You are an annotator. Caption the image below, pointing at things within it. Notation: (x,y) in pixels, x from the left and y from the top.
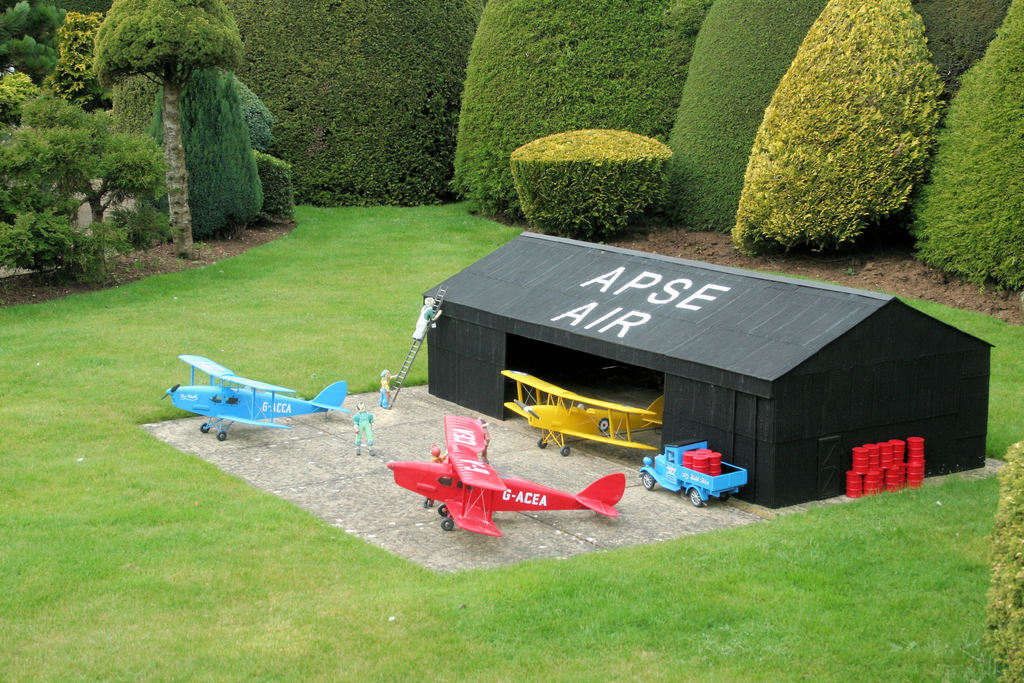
In this picture I can see the toys (789,474) which are placed on the ground (809,510). In the center (624,415) I can see the planes (610,492), trucks (715,476), drums (713,457), dolls (359,415), ladders (395,392) and shed (843,399). In the background (363,370) I can see many trees (814,179), plants (17,227) and grass (106,333).
